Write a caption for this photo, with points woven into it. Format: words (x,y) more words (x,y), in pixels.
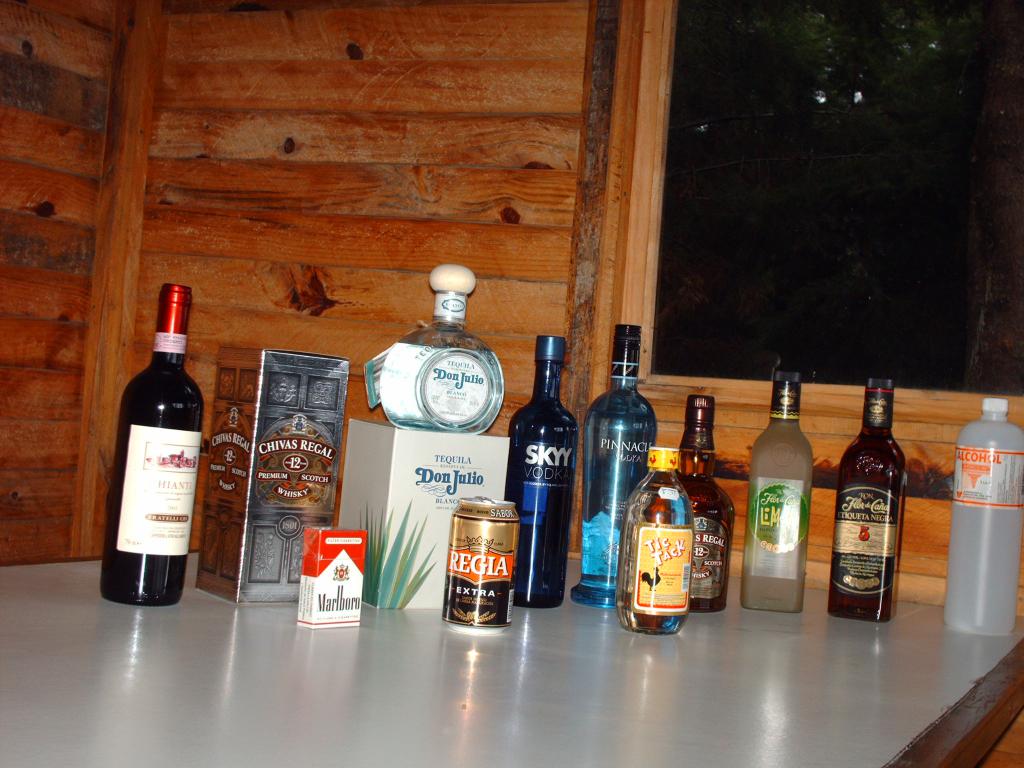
In this picture there are bottles (874,621) kept on the table (564,761). In the background (417,192) there is a wooden wall (304,119) and there is a window (821,142) on the right (885,174).
